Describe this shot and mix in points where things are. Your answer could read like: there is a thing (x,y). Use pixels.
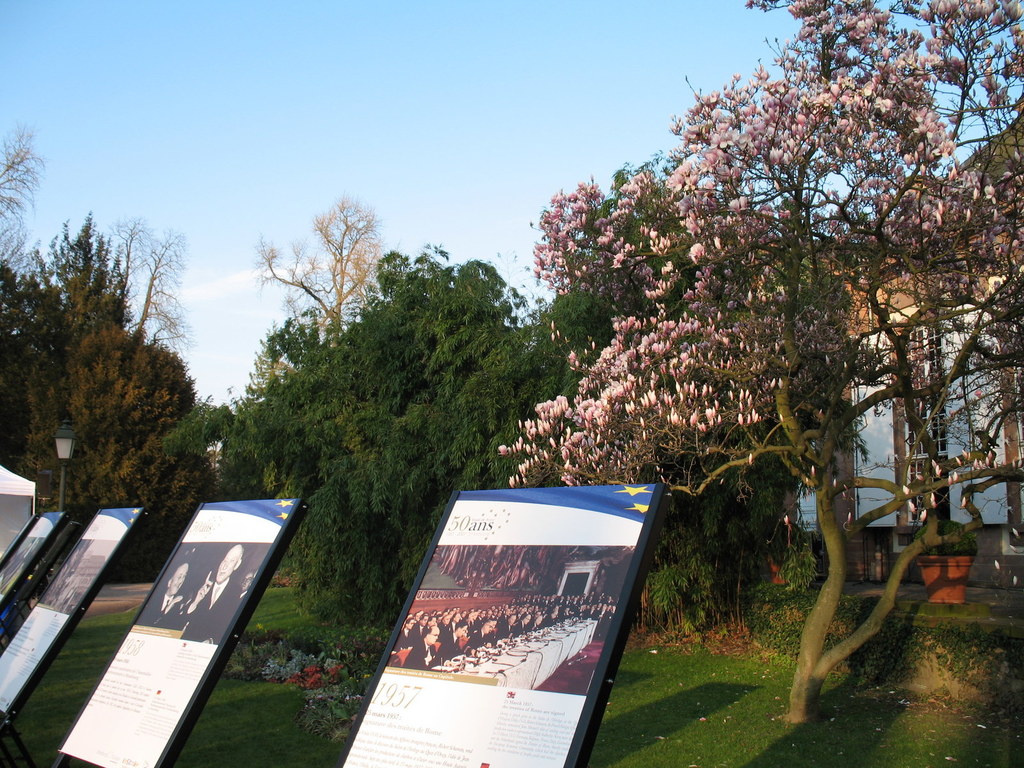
There are display boards (69,613) present at the bottom of this image (509,519) and there are trees (514,454) in the background (778,466). The sky (370,173) is at the top of this image (368,156).
